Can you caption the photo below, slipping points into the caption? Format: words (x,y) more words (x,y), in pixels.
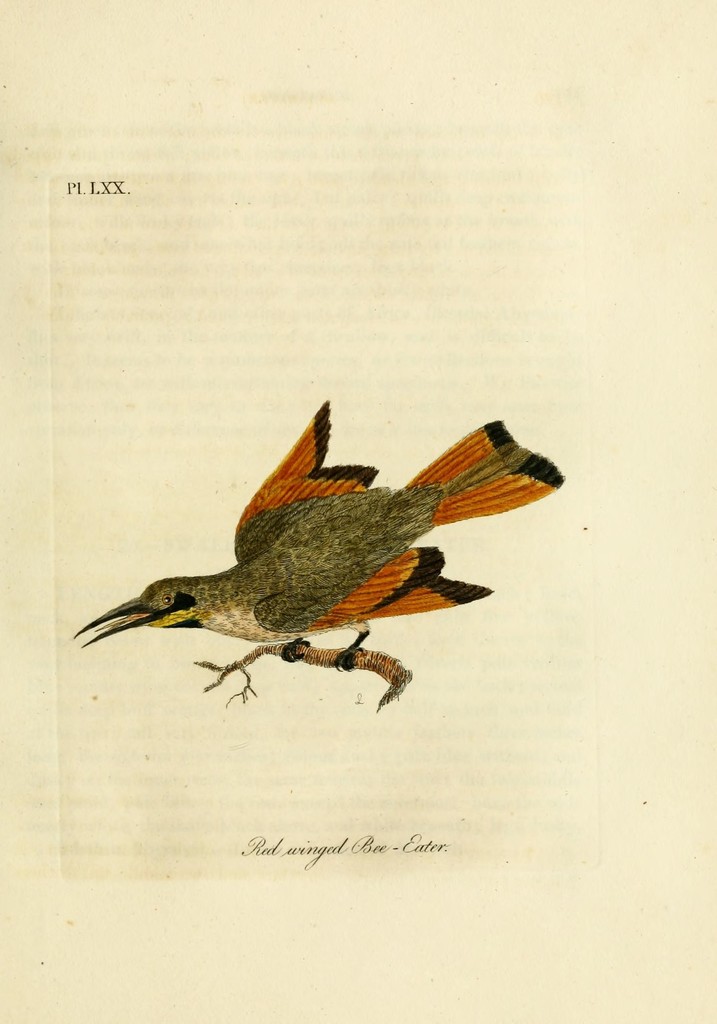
This image consists of a paper (342,426) on which there is a picture (366,520) of a bird (354,513) along with a stem (364,653). The bird (361,625) is in orange and brown color. And there is a text (311,864) on the paper (294,900).
